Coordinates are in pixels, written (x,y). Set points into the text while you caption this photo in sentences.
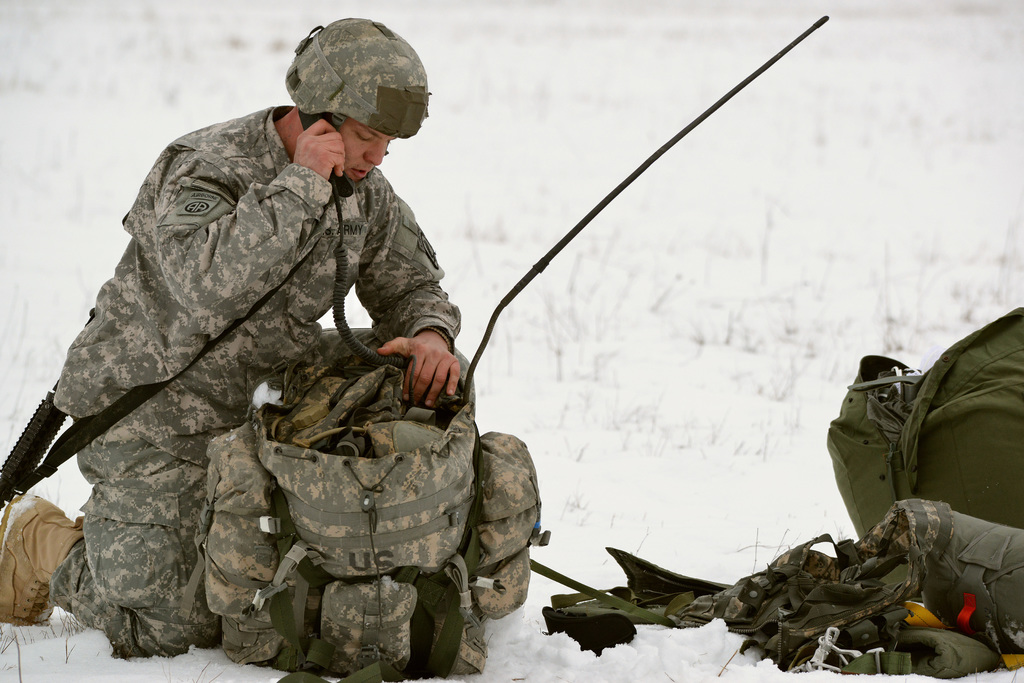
In this image we can see a person (46,528), bags (257,520) and other objects (658,570). In the background of the image (514,313) there is the snow (649,195) and grass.
